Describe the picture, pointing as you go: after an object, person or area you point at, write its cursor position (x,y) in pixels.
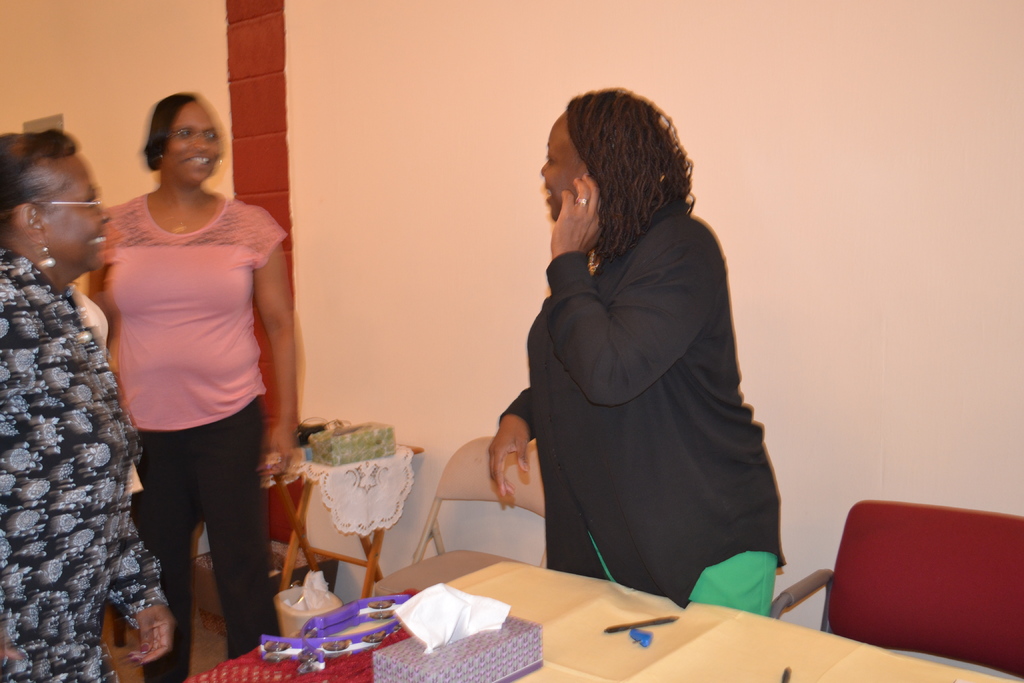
In this image I can see three women (31,247) are standing. I can also see smile (547,193) on their faces (559,190). In the background (312,481) I can few chairs (798,594) and a table (509,597).
